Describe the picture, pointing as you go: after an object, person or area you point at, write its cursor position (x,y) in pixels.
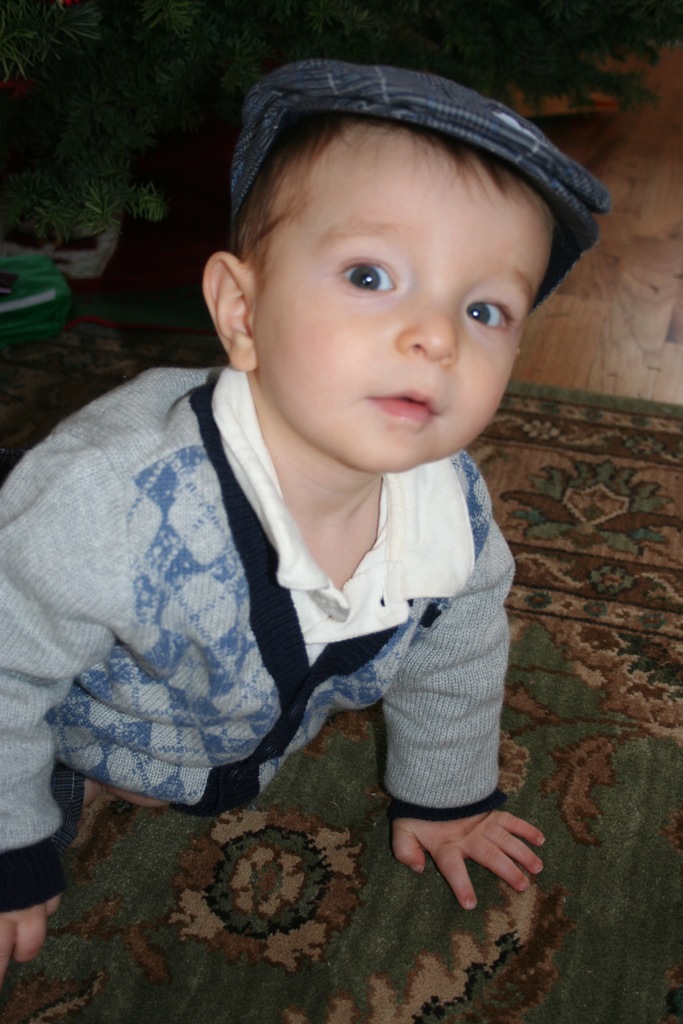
In the foreground of this image (277,348), there is a boy (365,509) on the mat (399,920). At the top (148,98), there are plants (495,55) and the wooden floor (638,340).
